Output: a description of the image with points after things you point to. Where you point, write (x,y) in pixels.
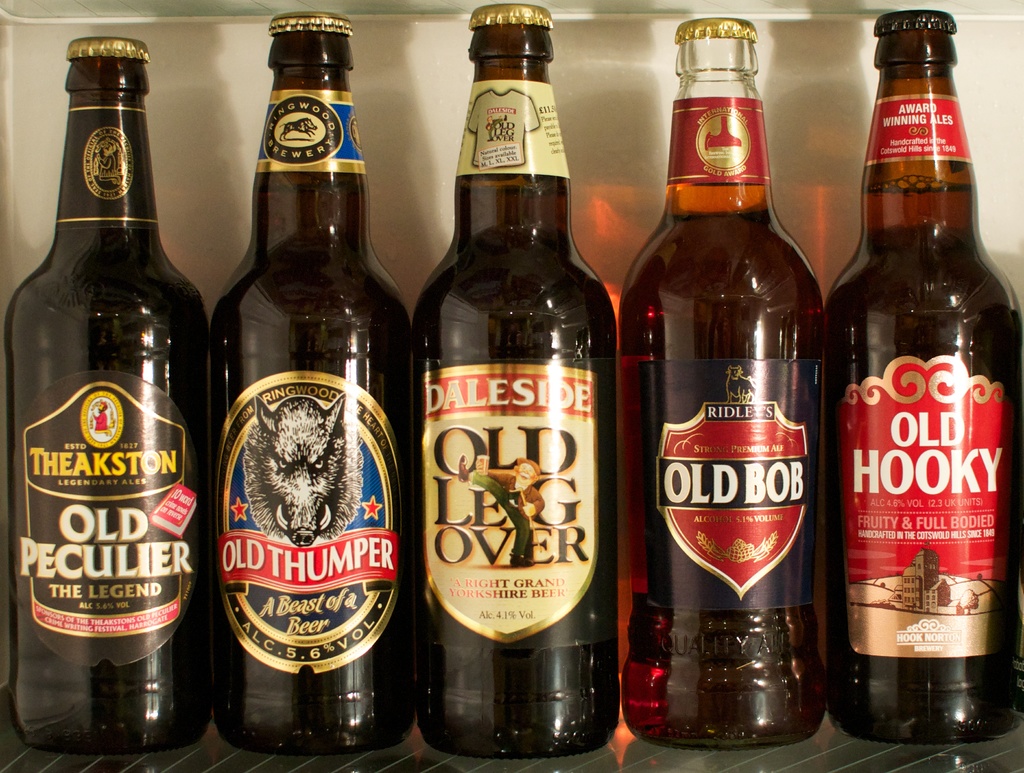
In this picture there are several bottles (259,408) kept on a shelf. Three (34,360) of them are black in color and two (716,298) of them are red in color.
